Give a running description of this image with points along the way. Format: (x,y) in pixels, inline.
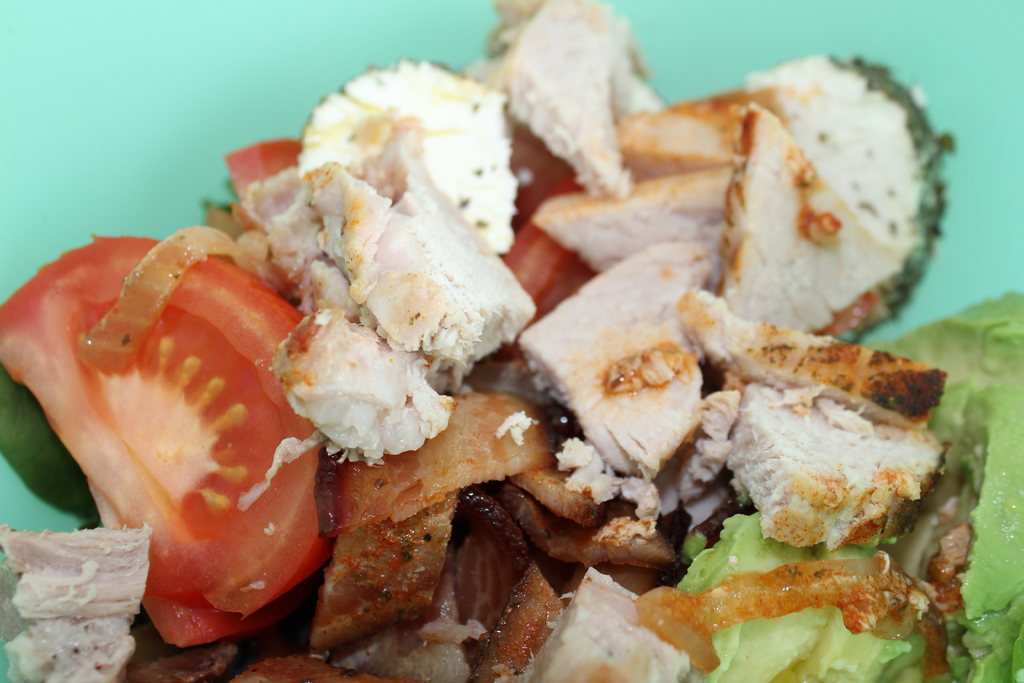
In this picture we can observe some vegetable pieces (739,547). We can observe tomato (176,451) and avocado (843,644). The background (162,66) is in green color.
